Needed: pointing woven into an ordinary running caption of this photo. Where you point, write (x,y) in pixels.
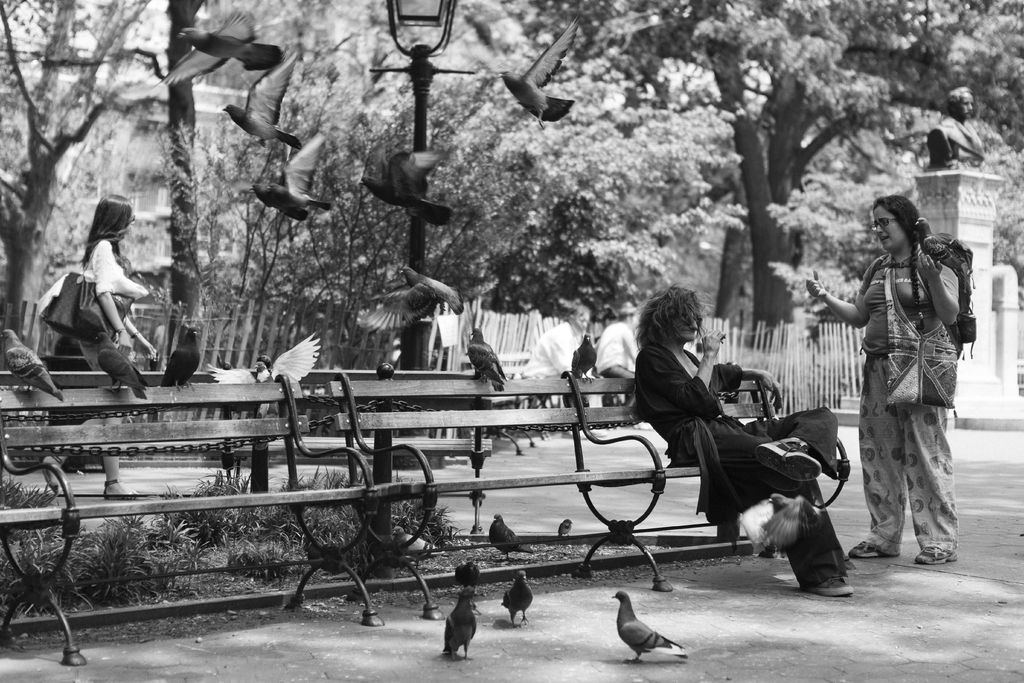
This is a black and white image. A person (821,590) is sitting on bench (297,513). Beside to him a woman (904,232) is standing. There are few birds (508,549) on the ground (558,641) and few birds (407,173) are flying in the air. There is a woman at left side of the image (125,206) walking behind the bench (17,443). Background (34,188) there is a fence (507,351) and trees (50,232). There is a statue (918,182) at the right side of the image (993,250). Two persons (588,312) are sitting before the fence (529,347). Few plants (155,556) are there at the backside of the bench (260,501).
